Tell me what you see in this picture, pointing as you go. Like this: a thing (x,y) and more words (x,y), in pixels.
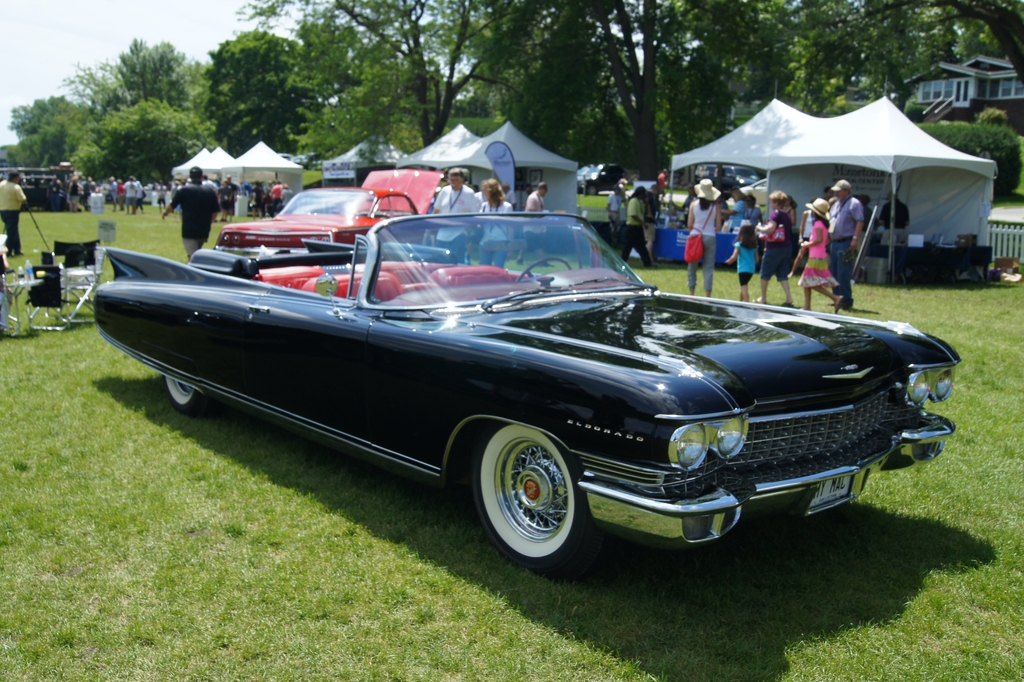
In this image we can see some cars (398,391) and a group of people (2,281) on the ground (300,467). We can also see some people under the tents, chairs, some objects (31,279) on a table (18,279), a fence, a group of trees (143,180), a building (1023,134) and the sky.
